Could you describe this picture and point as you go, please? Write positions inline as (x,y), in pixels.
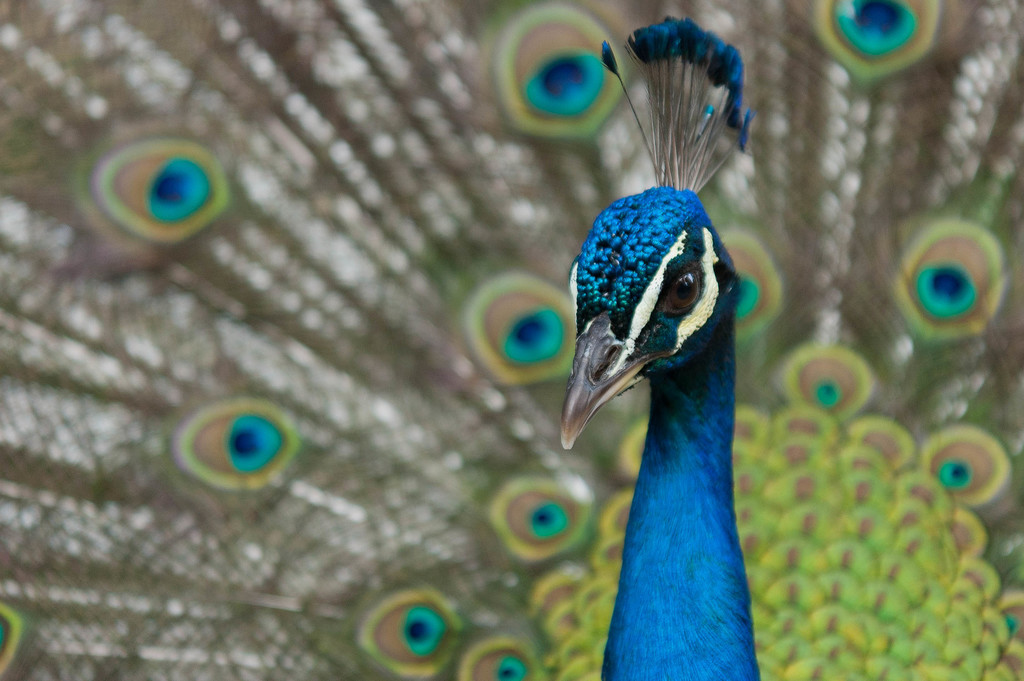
In this image I can see a peacock (478,393).
